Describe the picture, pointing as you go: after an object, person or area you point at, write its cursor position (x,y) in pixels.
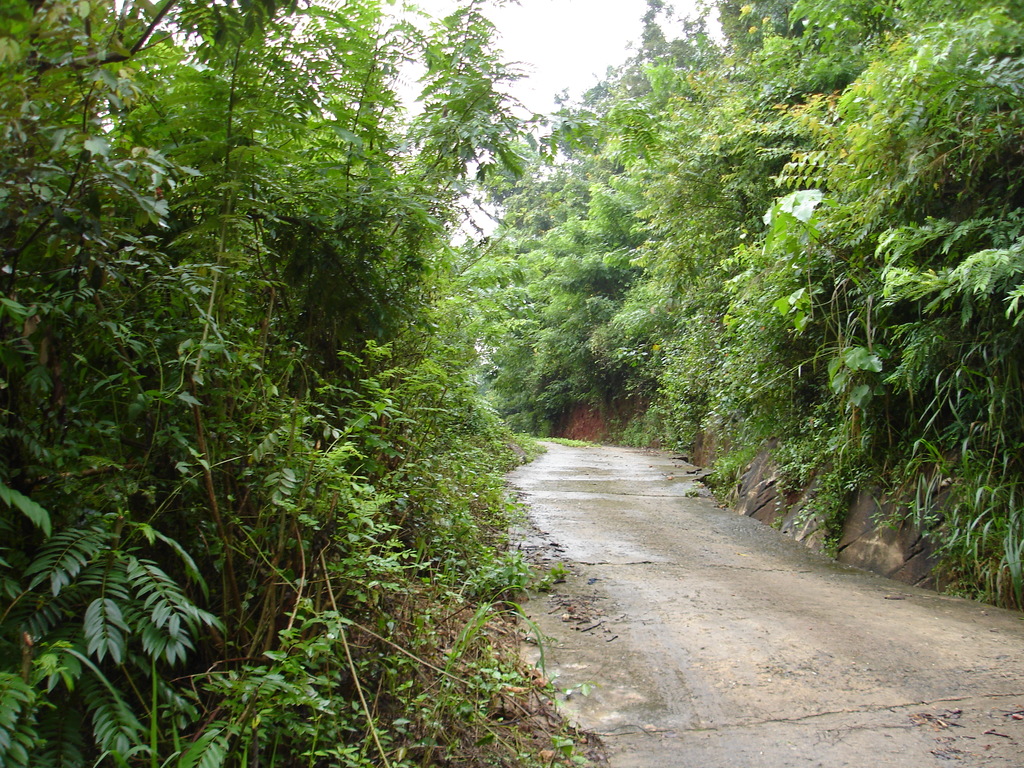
In this image I can see a path (659,574) and both side of it I can see number of trees (510,277).
